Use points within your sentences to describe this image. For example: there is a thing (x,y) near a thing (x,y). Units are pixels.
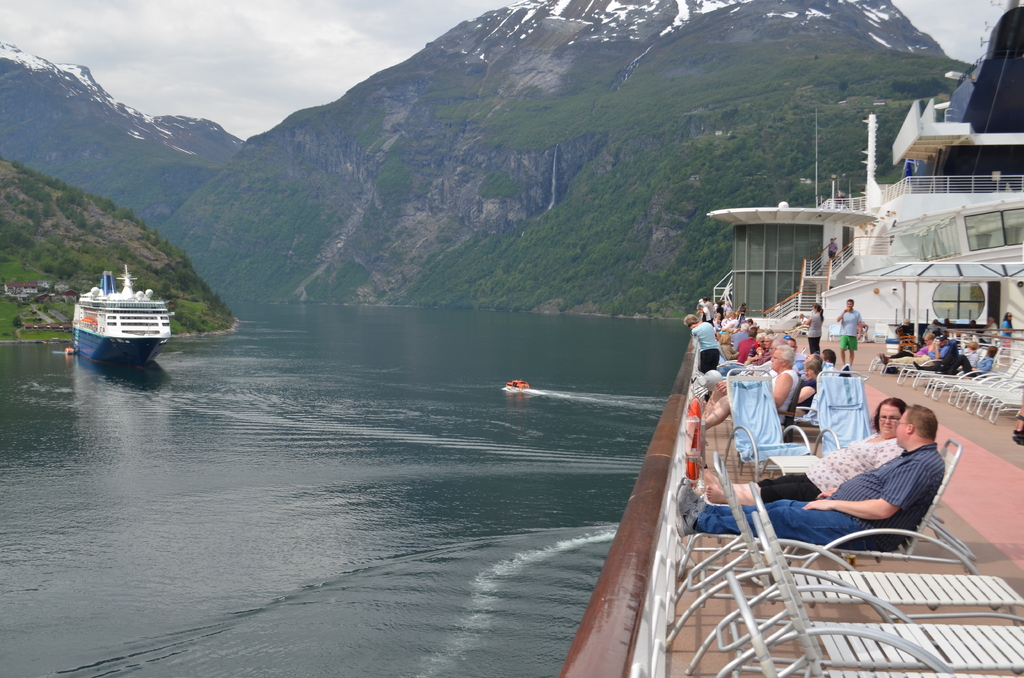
In the picture we can see from the ship (857,217) with some people (930,494) are sitting on the chairs (928,514) and beside the ship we can see the water surface (8,653) and on it we can see a another ship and a boat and in the background (662,262) we can see the hills (657,237) and the sky (335,92) with clouds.
